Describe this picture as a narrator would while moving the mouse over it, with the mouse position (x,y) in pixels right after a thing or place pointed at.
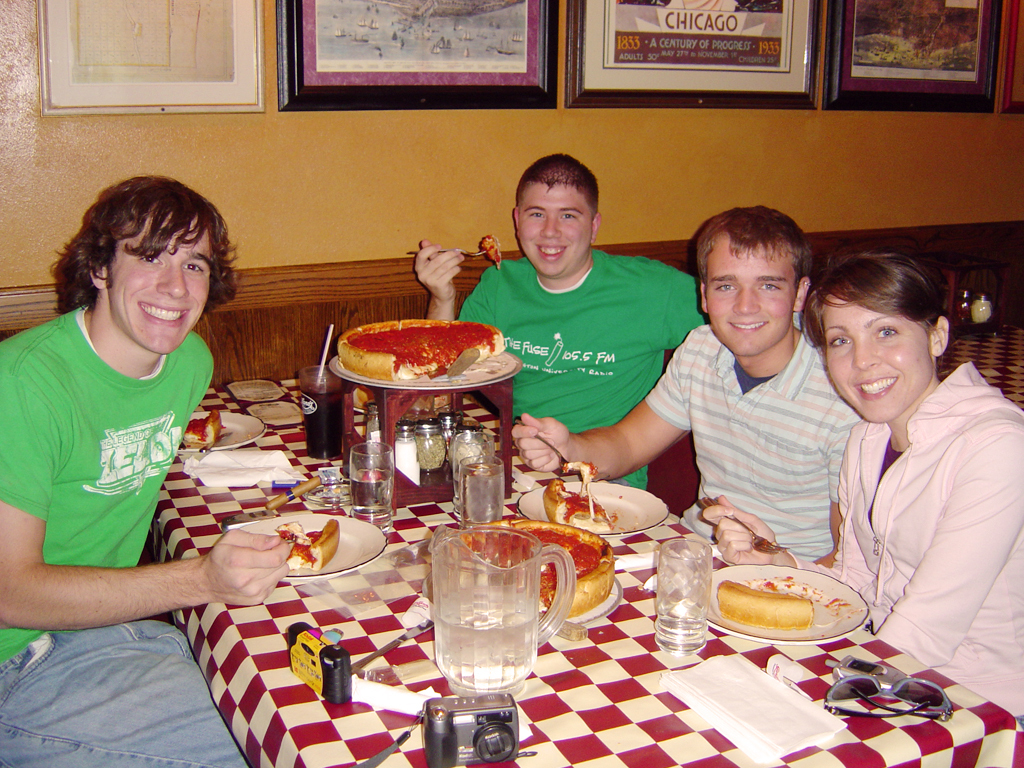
Three men (191,314) and a woman (935,427) are sitting at a dining table (540,732). They are having a cake like thing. There are plates (346,559), glasses (703,589), jar (432,424) and other items (392,425) on the table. There are some photo frames (347,73) on the wall (405,186) behind them.
